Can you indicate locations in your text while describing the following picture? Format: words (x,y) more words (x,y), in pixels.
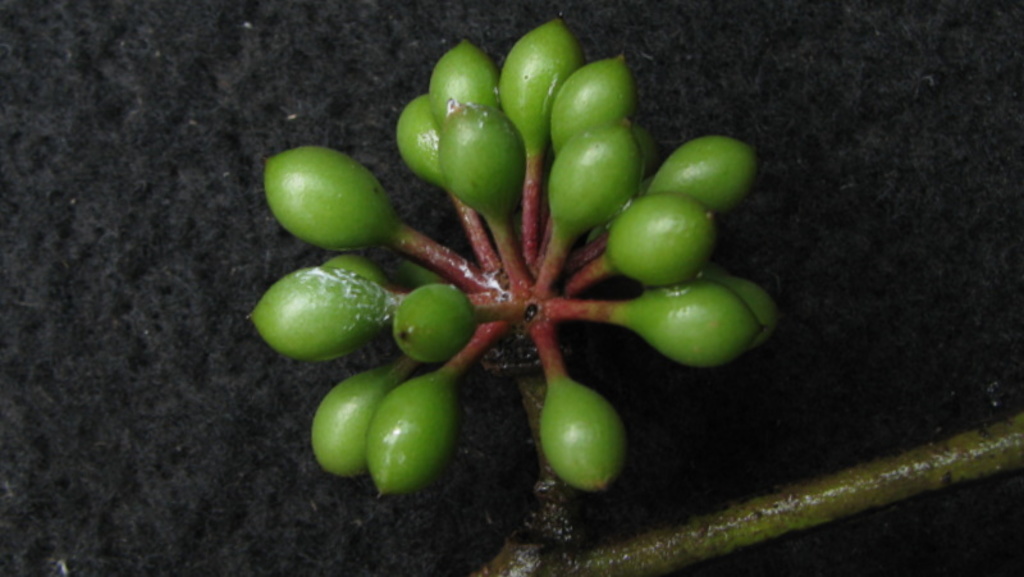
In this image we can see flower/ (693,340) plant (613,410). The background of the image (854,224) is dark.
